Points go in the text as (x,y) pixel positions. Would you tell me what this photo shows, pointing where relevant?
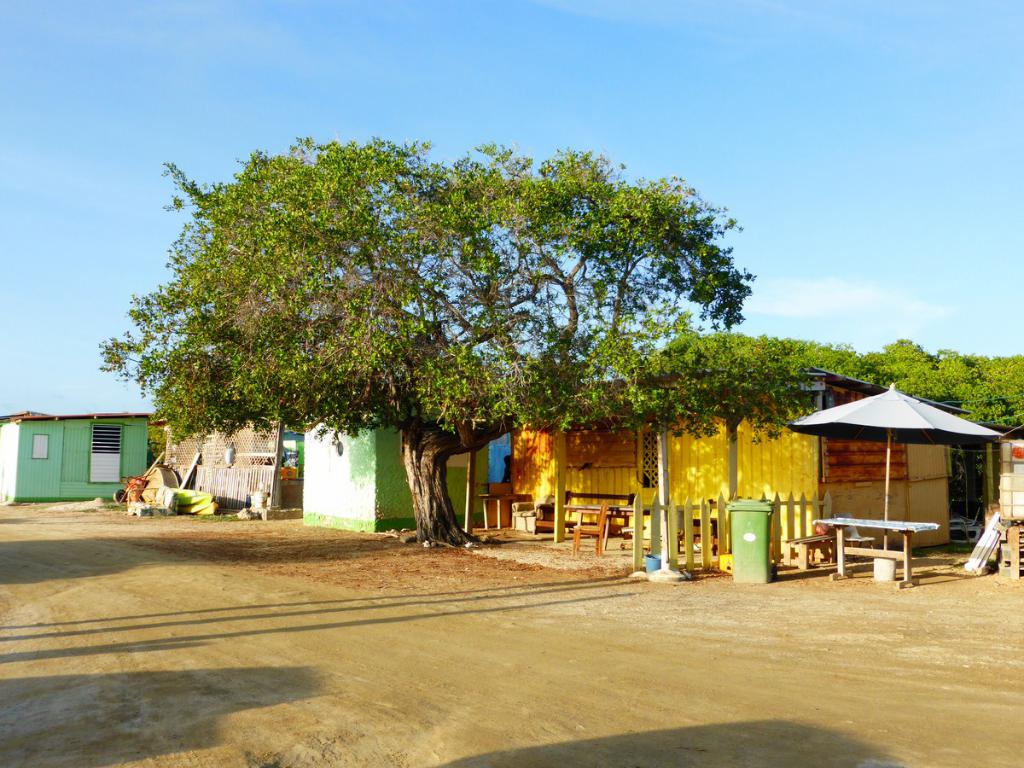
In this picture we can see the sheds (632,469), chairs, tables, fencing (722,526), trees (951,370), umbrella (887,406), rods (562,452), benches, wall (542,450) and some objects (297,469). At the bottom of the image (419,667) we can see the ground (508,731). At the top of the image (679,33) we can see the clouds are present in the sky (40,263).
